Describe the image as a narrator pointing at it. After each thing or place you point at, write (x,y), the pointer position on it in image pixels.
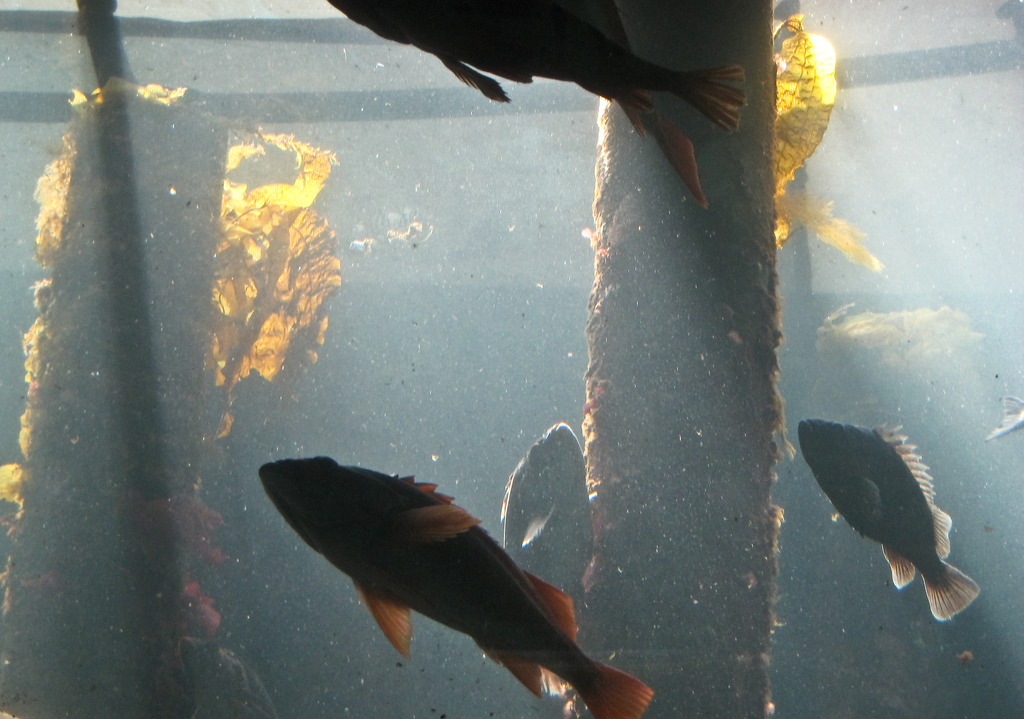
In this image, we can see some fishes (680,155), tree trunks (59,278) in the water (398,381).
